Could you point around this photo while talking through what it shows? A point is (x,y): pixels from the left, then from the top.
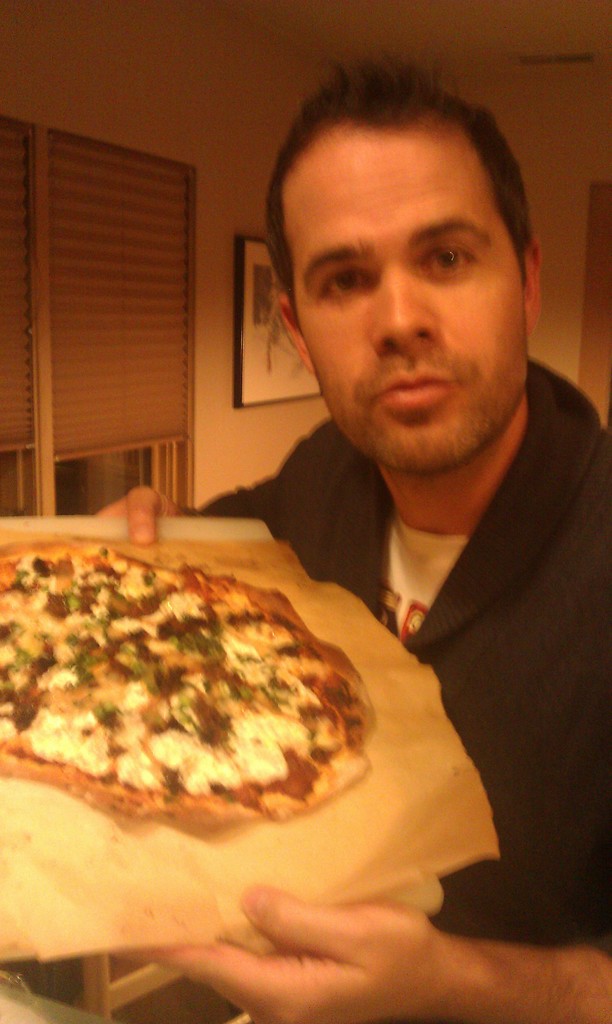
In this image I can see a person (397,610) holding a plate (122,869) with food item (217,792) on it. There are walls (235,137) and there is a photo frame (258,324) attached to one of the wall (210,296). In the top left corner of the image (167,250) it looks like a window (98,354).
